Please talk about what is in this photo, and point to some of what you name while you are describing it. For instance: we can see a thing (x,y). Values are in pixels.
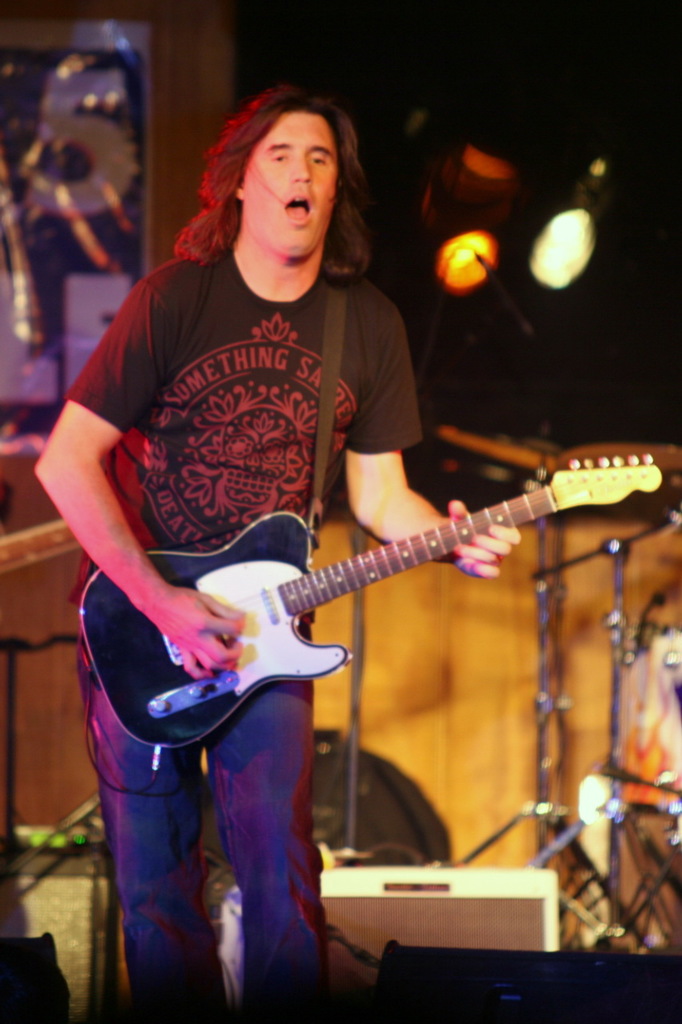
there is a stage (404,631) and stage (415,635) has many instruments (634,659) are there like mike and guitar (275,617) and the person (255,802) he is holding the guitar (260,660) and he is singing the song he is wearing blue jeans (292,725) and black t shirt (173,464) and on the stage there is some lights (457,244) are there.
